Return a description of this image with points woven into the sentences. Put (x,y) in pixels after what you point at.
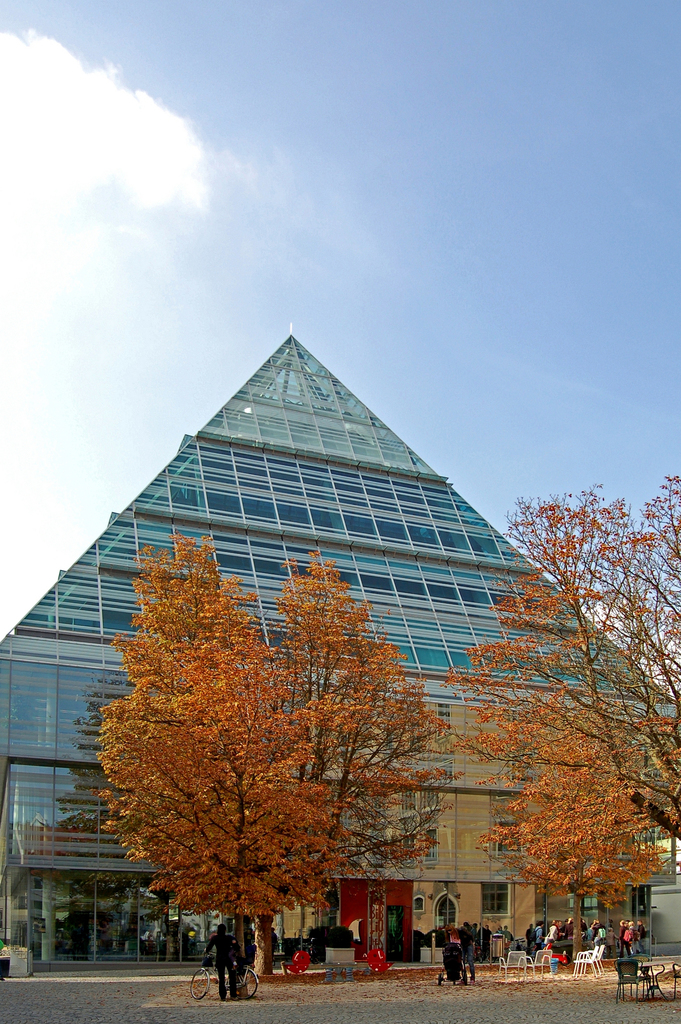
In this image we can see a building (664,865) and there are few trees (619,867) in front of the building (525,927) and we can see some people (537,927) and there are some chairs (623,973) and other objects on the ground (287,1009). There is a person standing near the bicycle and at the top (594,222) we can see the sky (120,25) with clouds (18,228).
